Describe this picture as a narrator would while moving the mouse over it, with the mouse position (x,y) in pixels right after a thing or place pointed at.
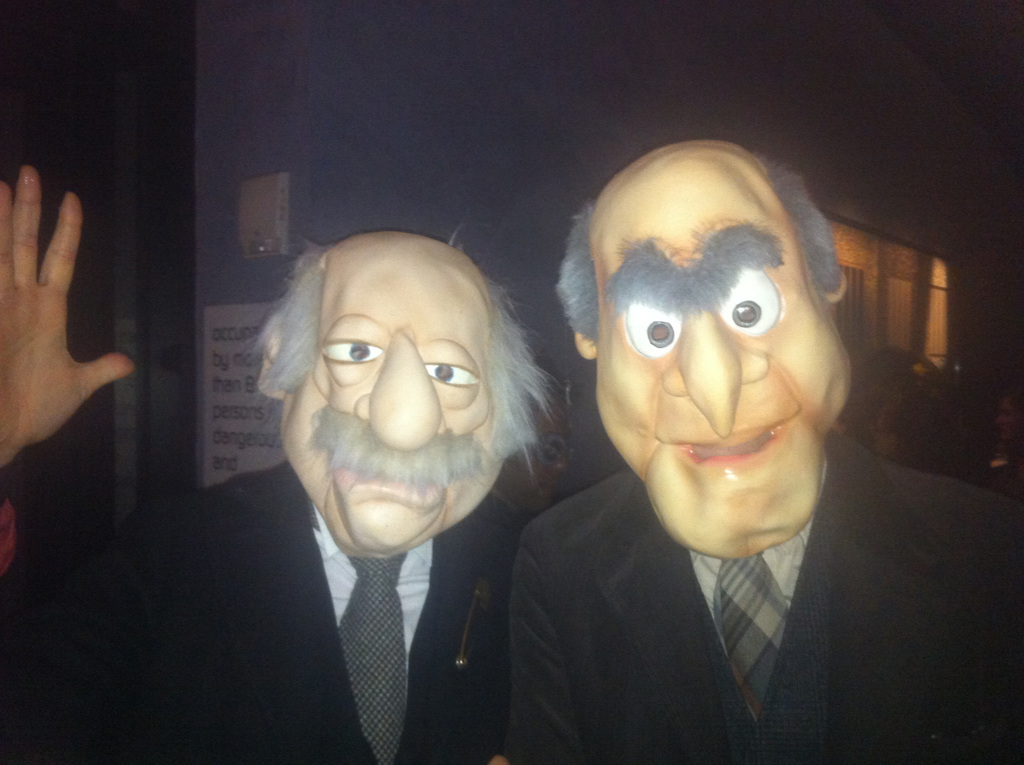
In this image there are two persons (502,585) who wore two masks (591,295). In the background (358,164) there is a wall (382,151) on which there is a label (214,358).
